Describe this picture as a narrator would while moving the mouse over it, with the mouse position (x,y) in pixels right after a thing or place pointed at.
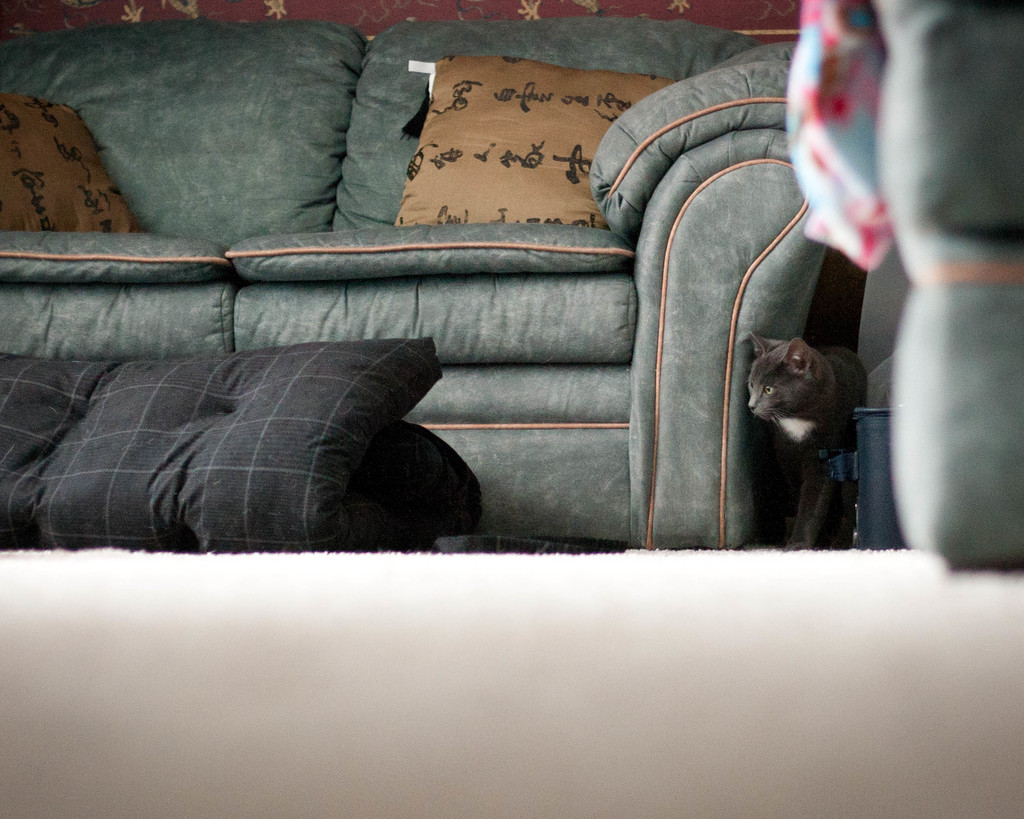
This picture contains a green sofa (238,164) on which two cushions (438,92) are placed. Beside the sofa (568,335), we see a black cat (767,403) and even we see a black bed (187,438).
